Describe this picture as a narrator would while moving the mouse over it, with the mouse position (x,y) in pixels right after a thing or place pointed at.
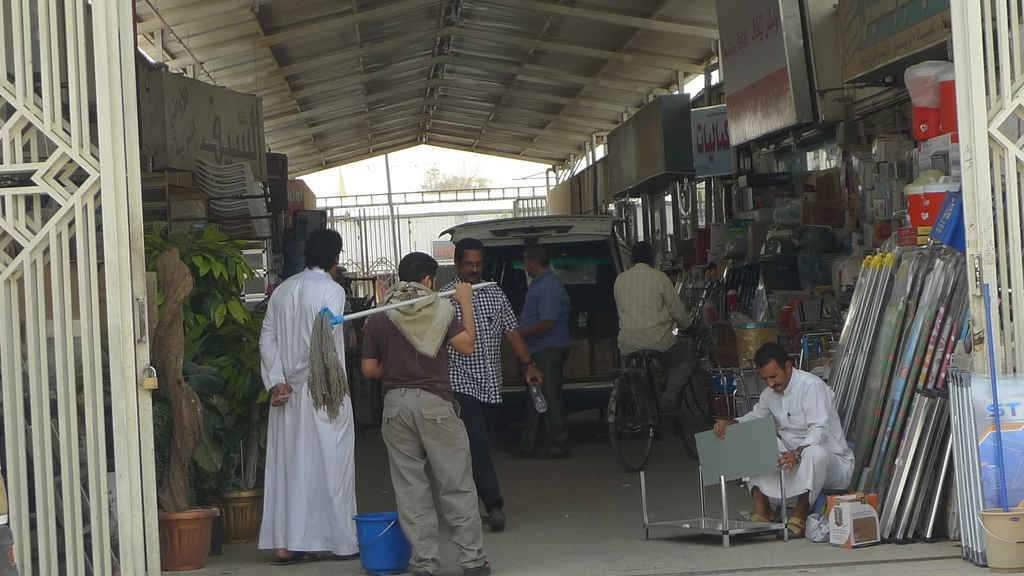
In this image I can see number of people (632,323) where one is sitting and rest all are standing. I can also see one person (670,331) is sitting on a bicycle (637,396). Here I can see a bucket (381,534), few plants (204,483) in pots (162,519), few boards (909,40) and on these boards (864,23) I can see something is written. I can also see many other things (875,277) over here and in the background (432,188) can see a tree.
